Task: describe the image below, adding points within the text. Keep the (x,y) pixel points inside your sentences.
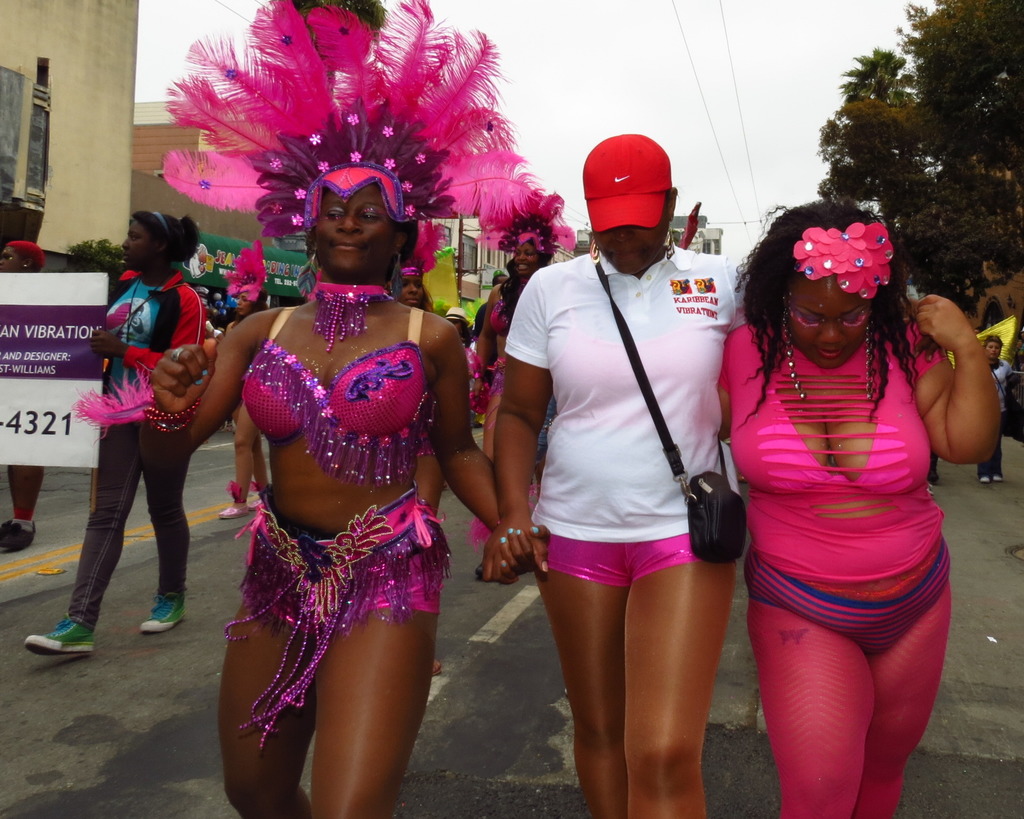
In this image in the center (510,502) there are three people (738,464) who are wearing some costumes (574,391) and walking, and in the background (95,340) there are a group of people (108,327) some of them are holding some boards (7,284) and walking and there are some buildings (69,129), boards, trees (942,167) and wires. At the bottom (99,752) there is walkway (756,682) and at the top (588,101) there is sky (719,118).
